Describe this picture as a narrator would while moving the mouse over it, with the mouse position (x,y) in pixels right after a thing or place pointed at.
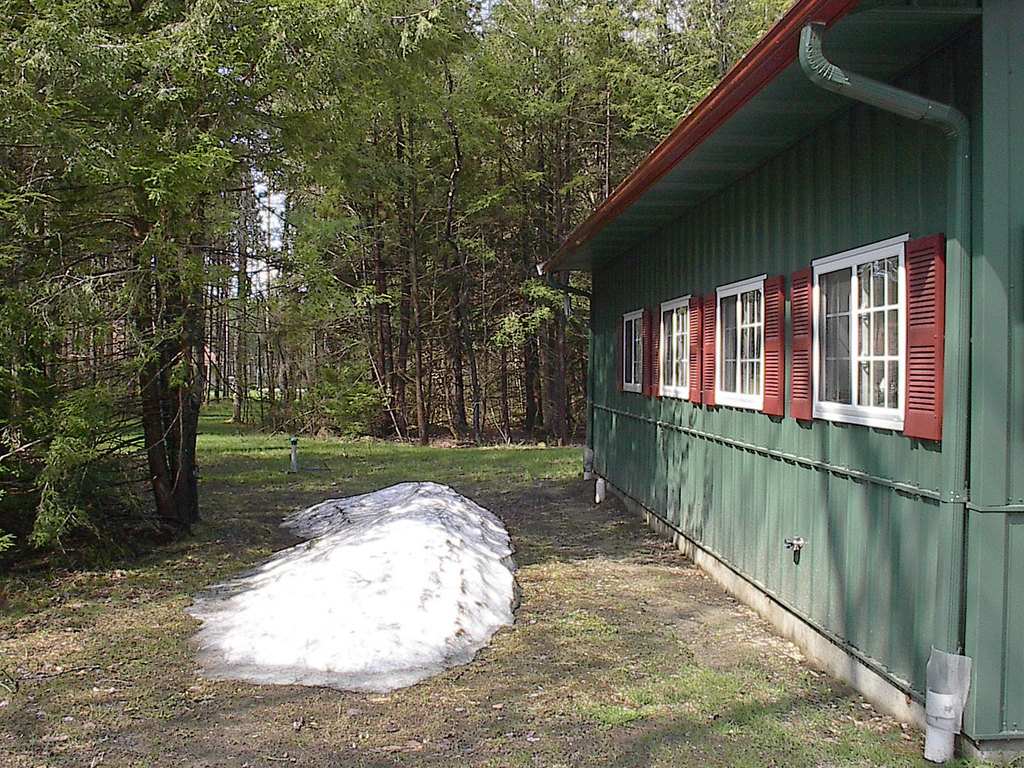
In this picture I can see a house (951,464) with windows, and there are trees (348,355).
